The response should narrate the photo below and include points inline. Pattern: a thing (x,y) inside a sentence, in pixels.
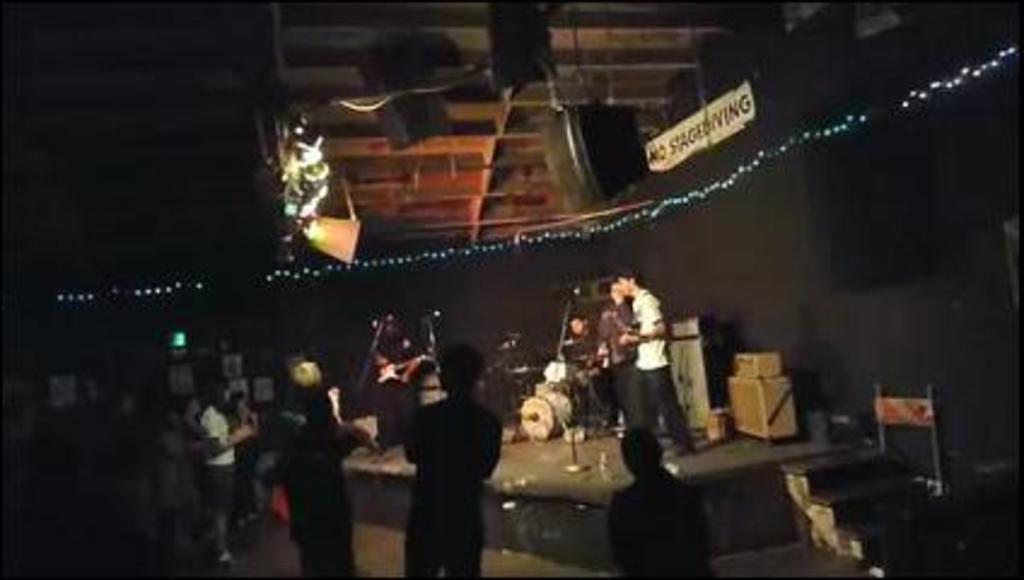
In the picture people (236,411) standing on the floor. I can also see musical instruments (574,417), string lights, a board (740,117) which has something written on it and some other objects (700,363). This image is little bit dark.
